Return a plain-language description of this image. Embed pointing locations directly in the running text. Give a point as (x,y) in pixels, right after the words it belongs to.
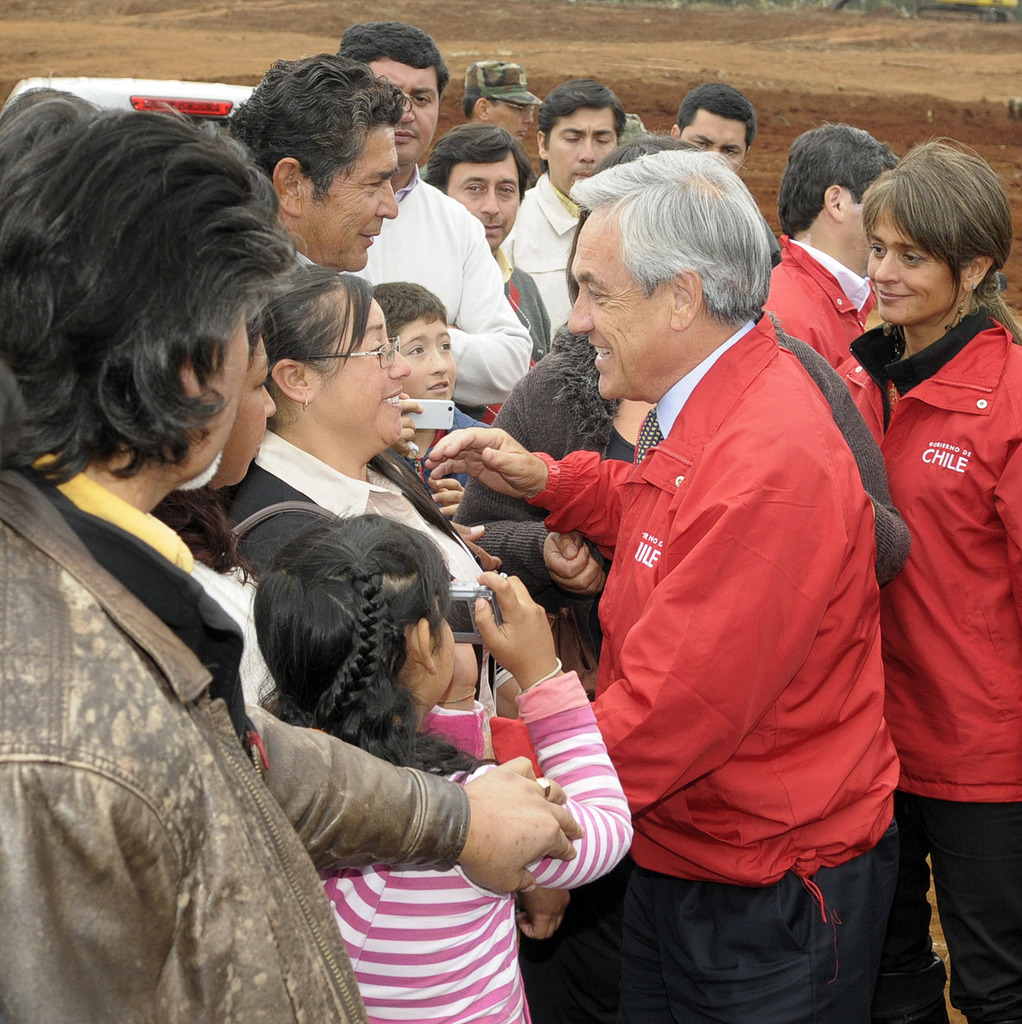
In the background (899,80) we can see the ground (820,69). In this picture we can see group of people (851,896) and objects (116,97). We can see a girl (481,605) holding a camera (467,601). On the right side of the picture (993,388) we can see a man (708,638) and a woman (944,303) wearing jackets (817,524) and they both are smiling.
